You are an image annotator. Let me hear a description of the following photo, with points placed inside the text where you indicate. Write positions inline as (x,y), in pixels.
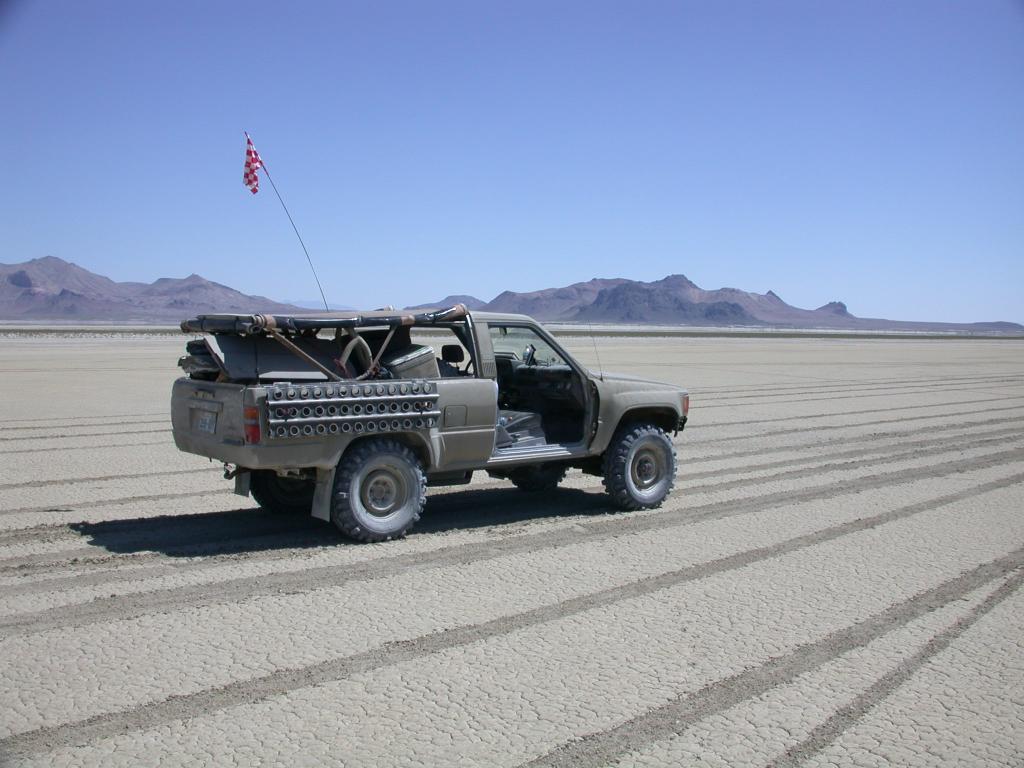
In this image there is a truck (365,408) on the ground (356,554). On it there is a flag (250,162). In the background (298,301) there are hills (607,300). The sky (480,113) is clear.
